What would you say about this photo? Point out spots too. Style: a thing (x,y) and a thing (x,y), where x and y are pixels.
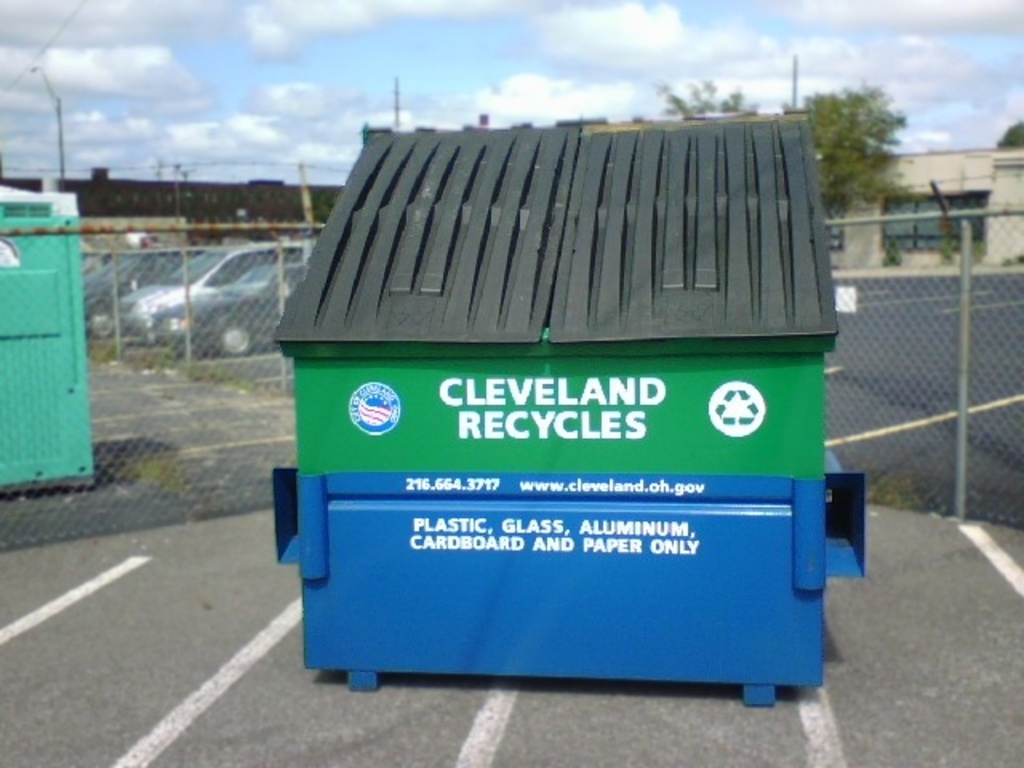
In this image there is a waste container (460,503) on the ground (311,684). There are logos (377,407) and text (473,437) on the waste container (505,441). Behind it there is a fencing (278,294). Behind the fencing (250,365) there are cars (291,272) parked on the ground (854,344). In the background (921,239) there are houses (238,202) and trees (817,148). At the top (516,58) there is the sky (614,50).
